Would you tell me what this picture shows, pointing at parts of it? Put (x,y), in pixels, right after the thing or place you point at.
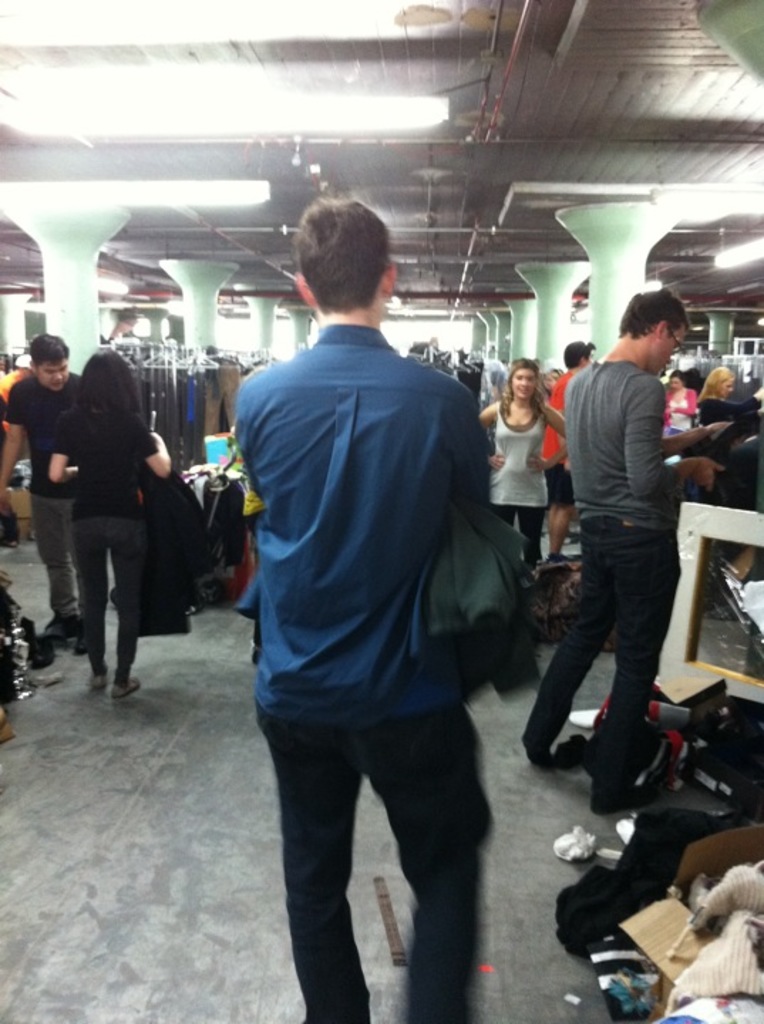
In the middle of the image (384,519), there is a person (373,634) in blue color shirt (382,425), holding an object (475,578) and standing. In the background (5,318), there are other persons (600,553), there are pillars (624,241), there are clothes (149,373) arranged and there are lights (249,122) attached to the roof (439,218).
